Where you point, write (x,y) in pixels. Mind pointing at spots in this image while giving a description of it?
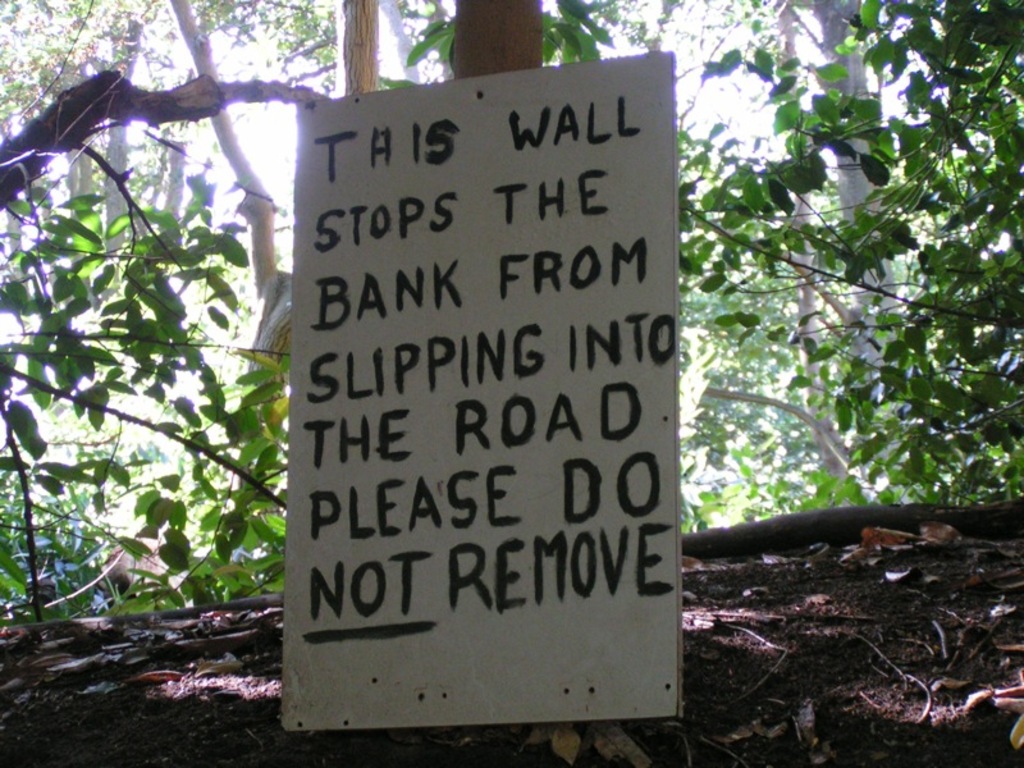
In the center of the image (452,280) we can see a cardboard (627,606) and there is text (469,503) written on it. In the background (180,250) there are trees (365,61) and sky (914,69).
